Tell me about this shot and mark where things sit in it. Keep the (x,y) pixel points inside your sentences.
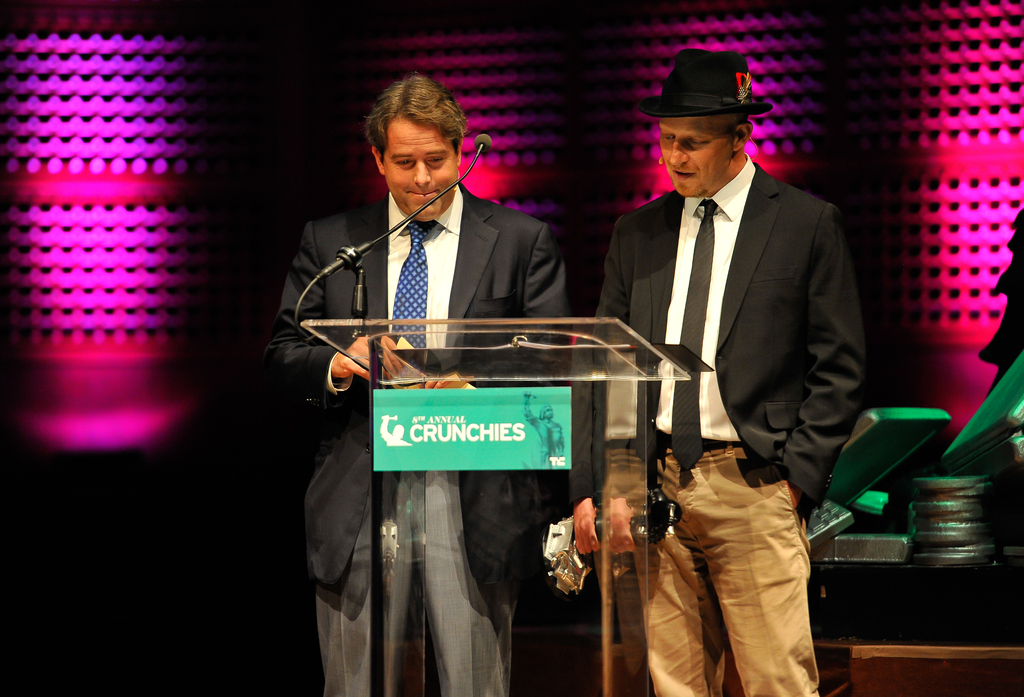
In the foreground of this image (714,242), there are two men (653,280) standing and wearing suits (746,290) in front of a podium (460,347) on which there is a mic (359,253). In the dark background (119,178), there are pink lights (165,157) and on the right bottom (902,533), there are few objects (935,509).
